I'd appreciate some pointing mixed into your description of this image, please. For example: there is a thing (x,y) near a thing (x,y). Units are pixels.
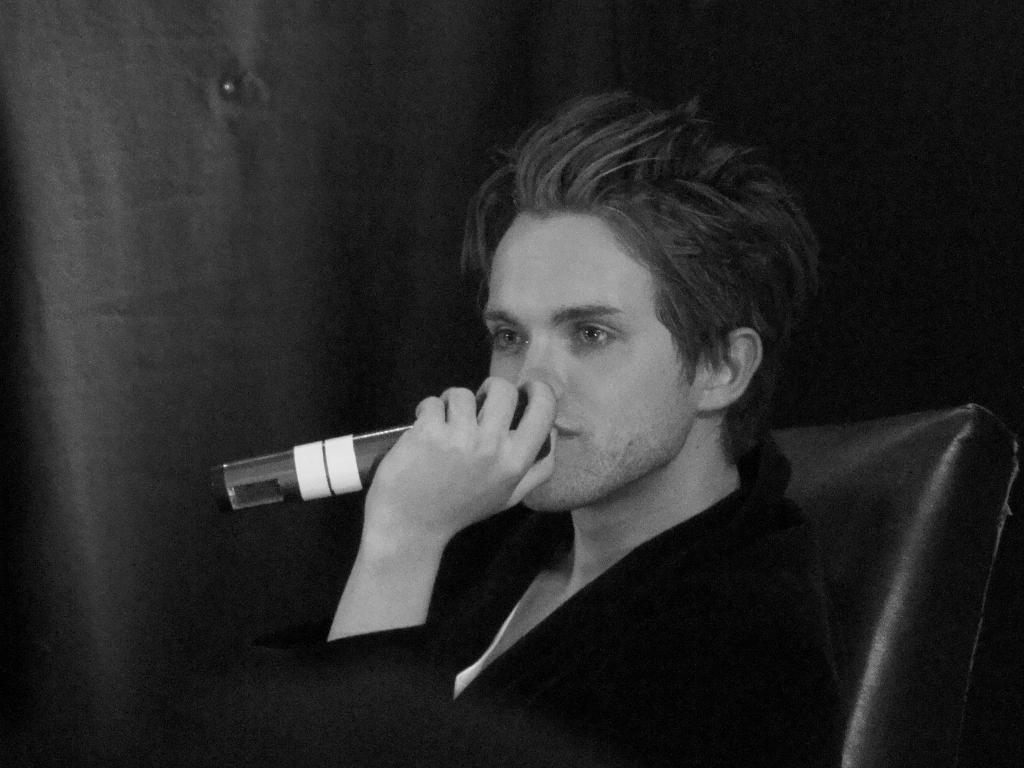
in the picture we can see a person (577,494) holding a microphone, he is sitting on the chair (798,491).
